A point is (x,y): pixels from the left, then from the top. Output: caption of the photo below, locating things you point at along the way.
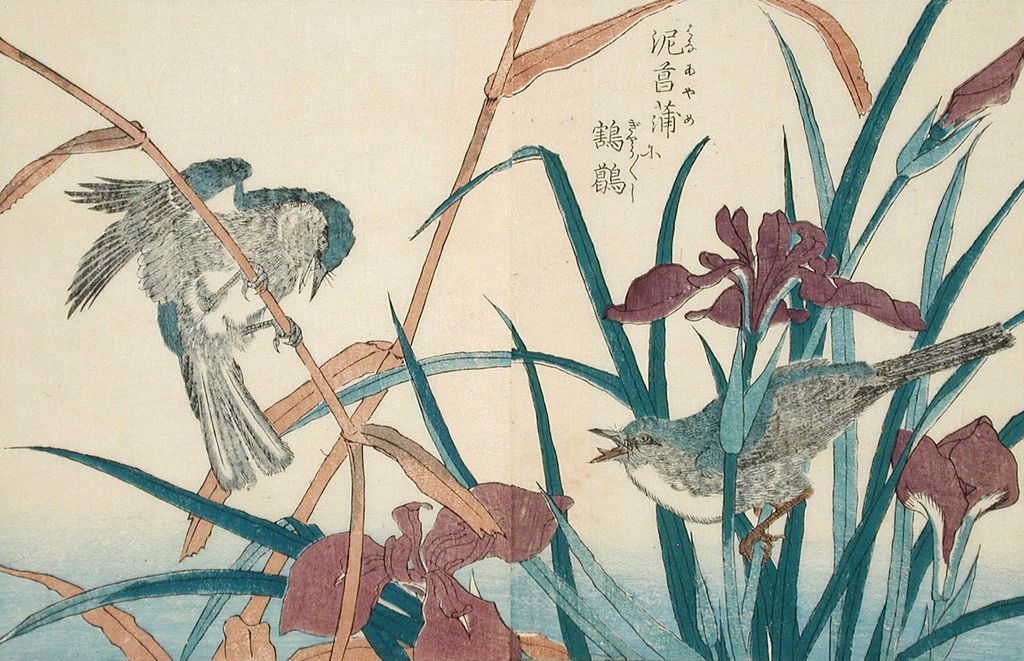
In this picture there is a drawing art (332,534) on the paper (151,535). In the front (242,324) there are two bird (683,474) on the plants (854,550) and red color flowers (411,546).
